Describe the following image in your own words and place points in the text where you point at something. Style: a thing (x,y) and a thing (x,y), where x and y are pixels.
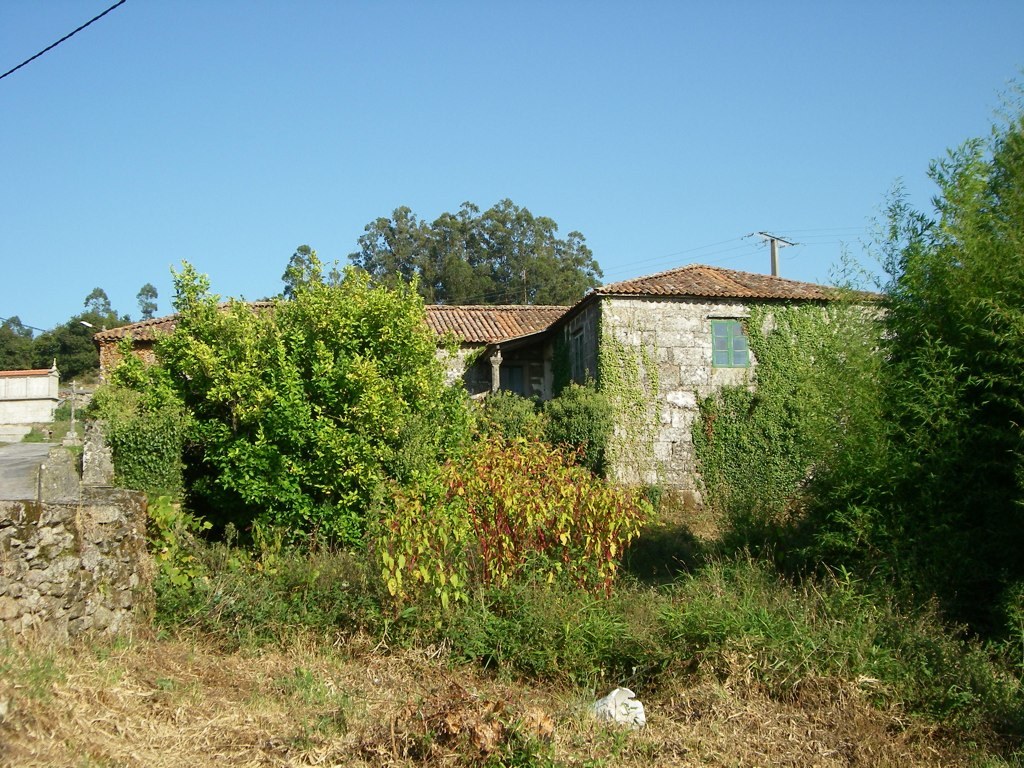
In this image we can see the trees (388,346), grass (150,673), houses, transmission tower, on the left (77,557) there is a stone wall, we can see the sky (382,167).
